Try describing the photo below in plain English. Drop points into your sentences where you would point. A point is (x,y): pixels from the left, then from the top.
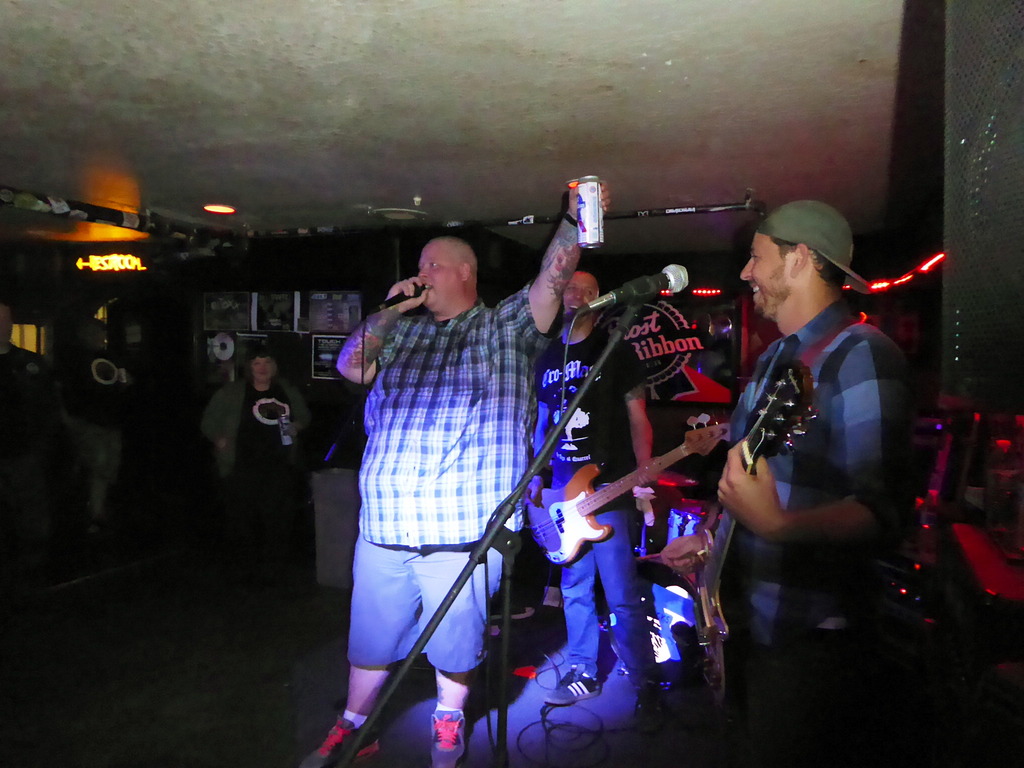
In this picture i could see three persons (527,448) performing a musical show, in the right side (750,495) a person (785,505) holding a guitar (713,554) in his hand (729,499) and the middle person (439,428) holding a tin (587,217) in his hand (607,195) and mic (394,300), and in the back ground (695,340) there is a text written and lights (697,290) all around.
